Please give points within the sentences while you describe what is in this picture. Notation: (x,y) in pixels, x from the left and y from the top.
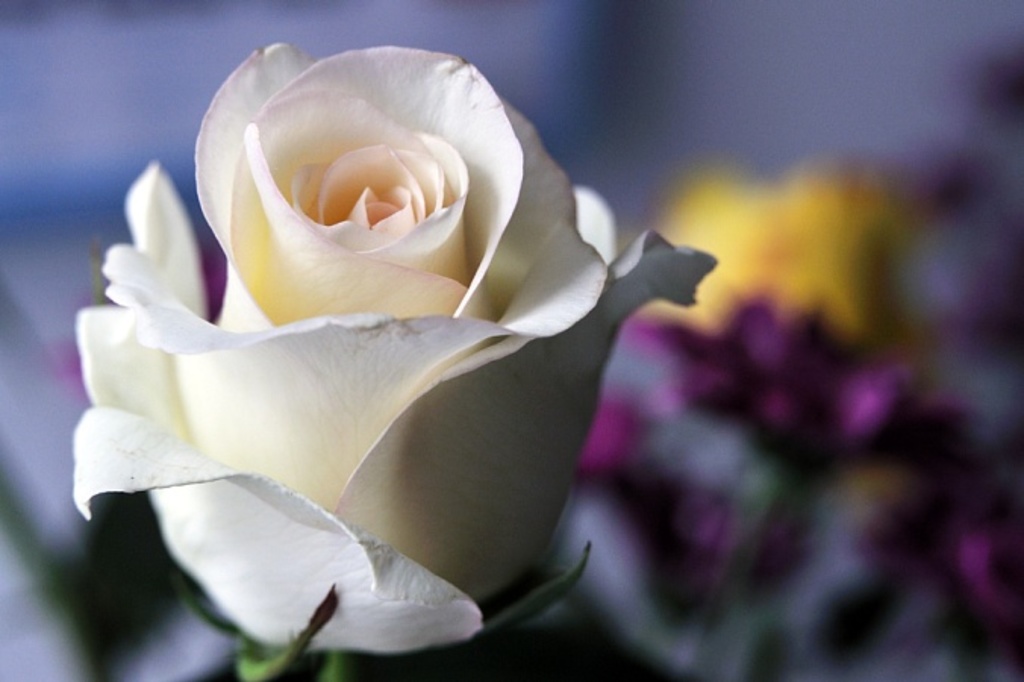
In this image I can see the white color flower (586,315) and the background (688,120) is blurred.
